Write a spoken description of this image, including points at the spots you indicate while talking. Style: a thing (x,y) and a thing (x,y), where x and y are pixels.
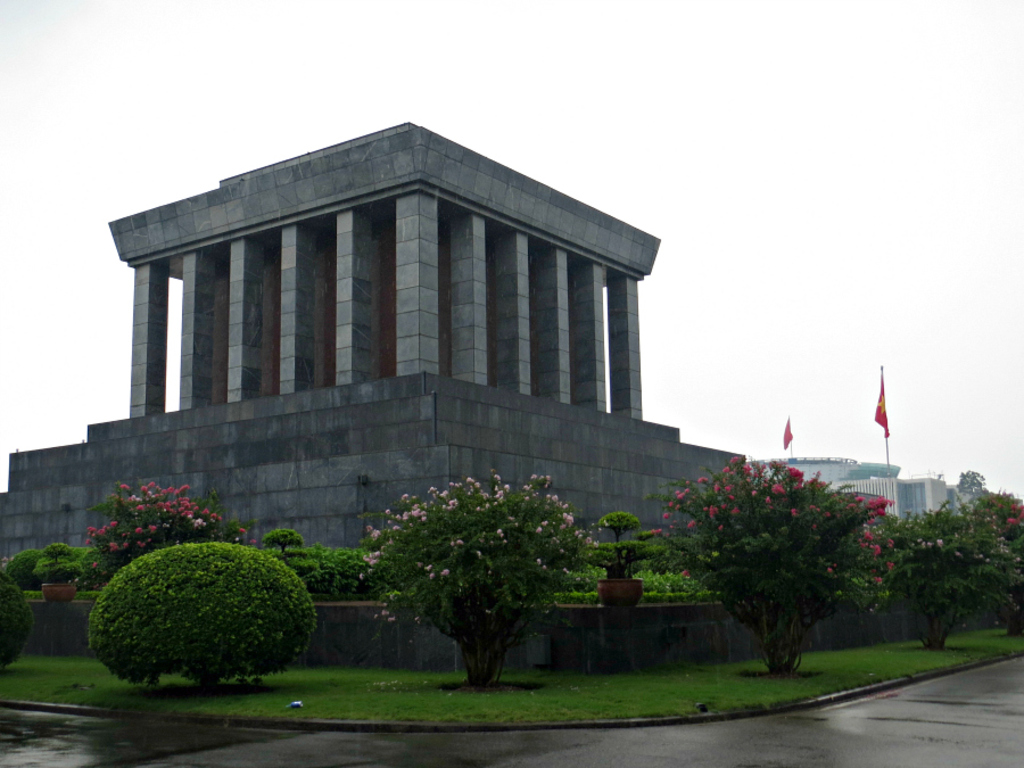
Here we can see a roof (358,151) and pillars (297,373). In-front of this wall (507,440) there are plants (463,570). To these plants (780,604) there are flowers (1004,549). Far there is a building (899,497). Above this building (883,474) there are flags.
